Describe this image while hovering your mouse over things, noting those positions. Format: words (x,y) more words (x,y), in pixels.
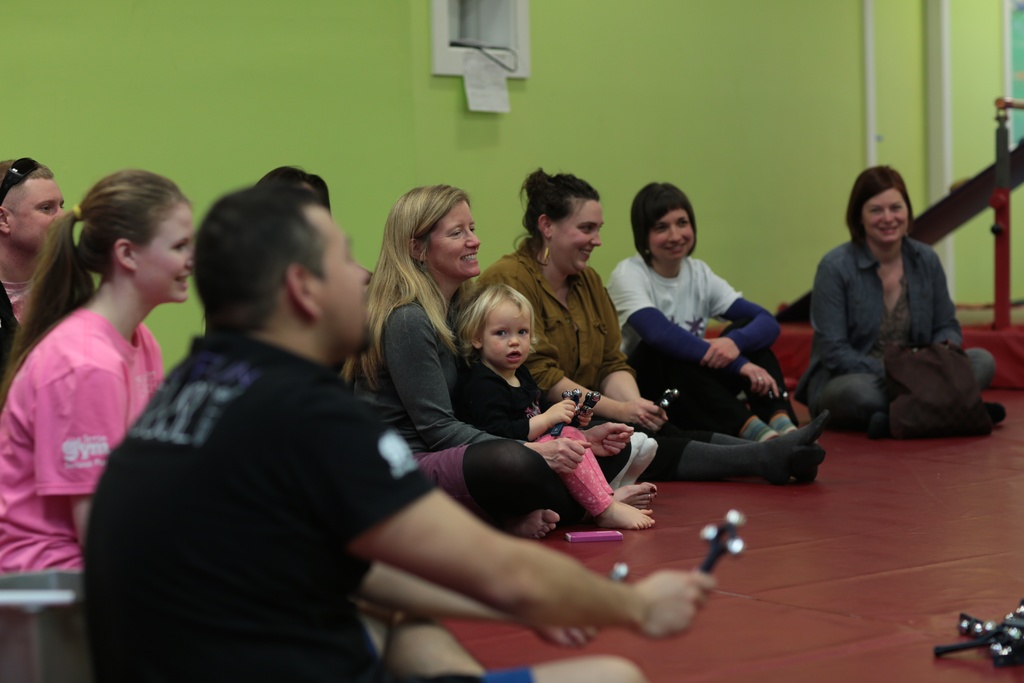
In this picture I can see a group of people (505,439) in the middle (511,389), in the background (494,198) there is a wall (651,74). On the right side (1009,294) those are looking like the metal rods (1004,172).
